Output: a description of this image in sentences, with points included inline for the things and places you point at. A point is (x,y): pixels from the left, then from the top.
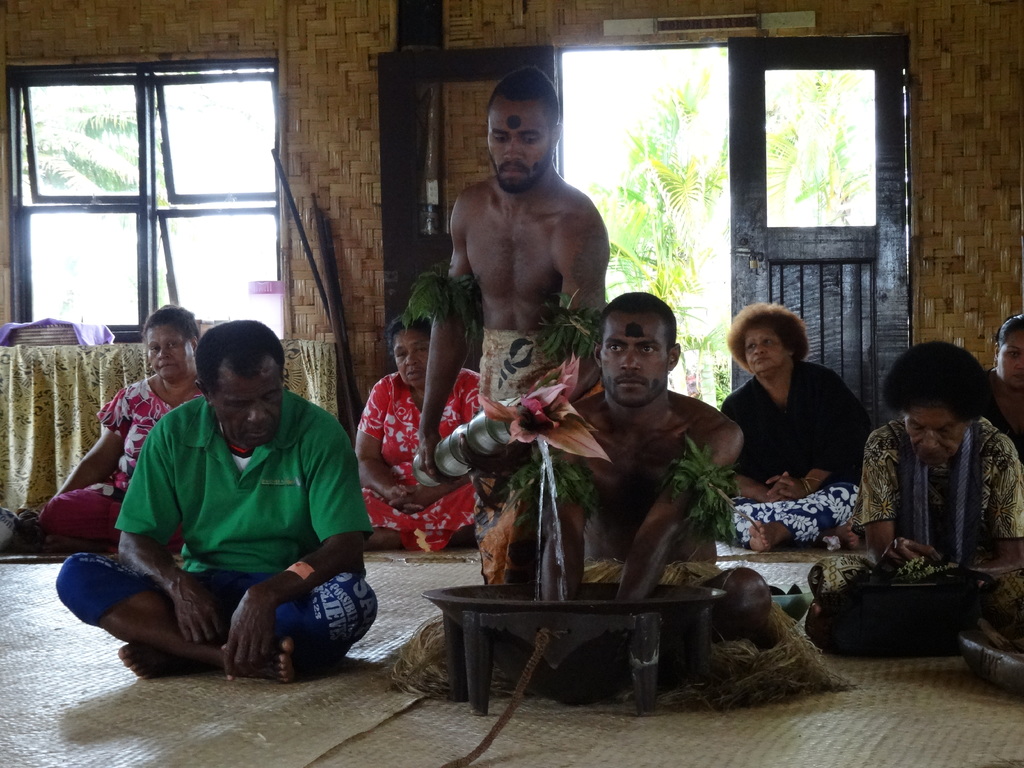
In this picture, we see five women (369,416) and two men (300,560) are sitting on the mat (440,749). The man (660,566) in front of the picture is wearing the different costume (718,485) and in front of him, we see a black color object (592,678) which looks like a tub (592,678). The man (531,291) who is standing is pouring the water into the tub (587,666). Behind them, we see the wooden wall (351,227), door (744,215) and windows (168,225). On the left side (121,367), we see a table (77,364) on which some objects (90,338) are placed. In the background (625,240), we see the trees (629,221).
